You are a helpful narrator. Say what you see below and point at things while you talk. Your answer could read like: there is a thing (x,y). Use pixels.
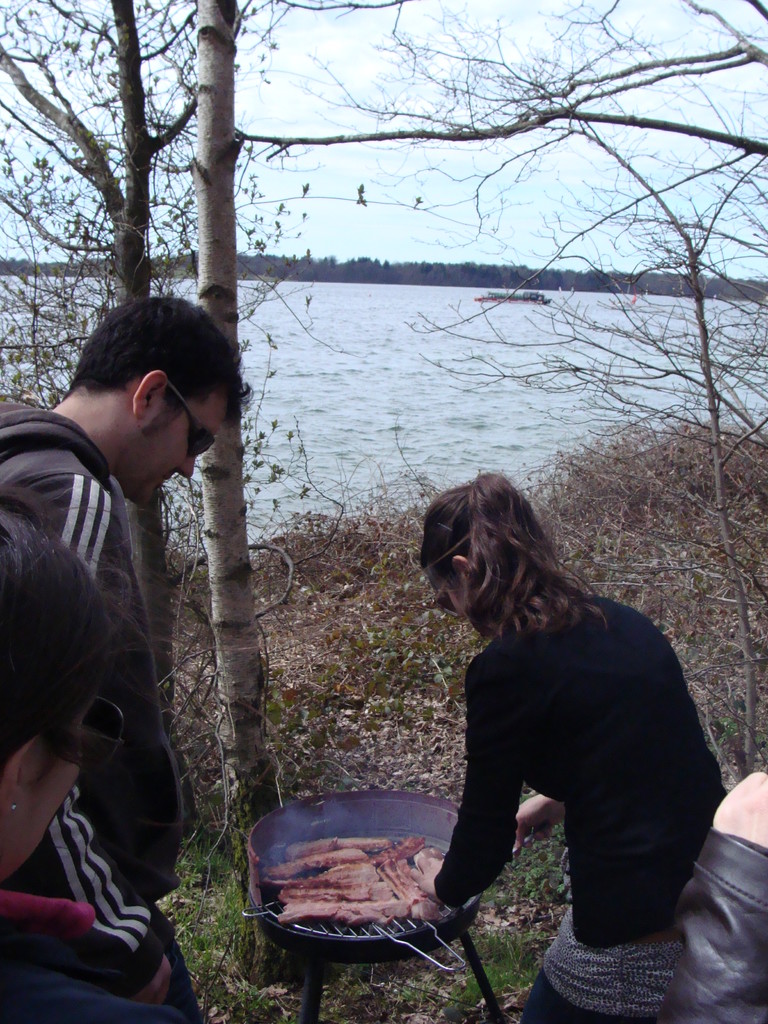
In this image, I can see the man (173,809) and woman (638,978) standing. This looks like a barbeque grill (373,959) with a food item (355,905) on it. These are the trees (214,263). I can see a boat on the water (394,433). I think this is the grass (253,989). At the bottom left side of the image (88,986), I can see another person (52,951). Here is the sky (328,183).
